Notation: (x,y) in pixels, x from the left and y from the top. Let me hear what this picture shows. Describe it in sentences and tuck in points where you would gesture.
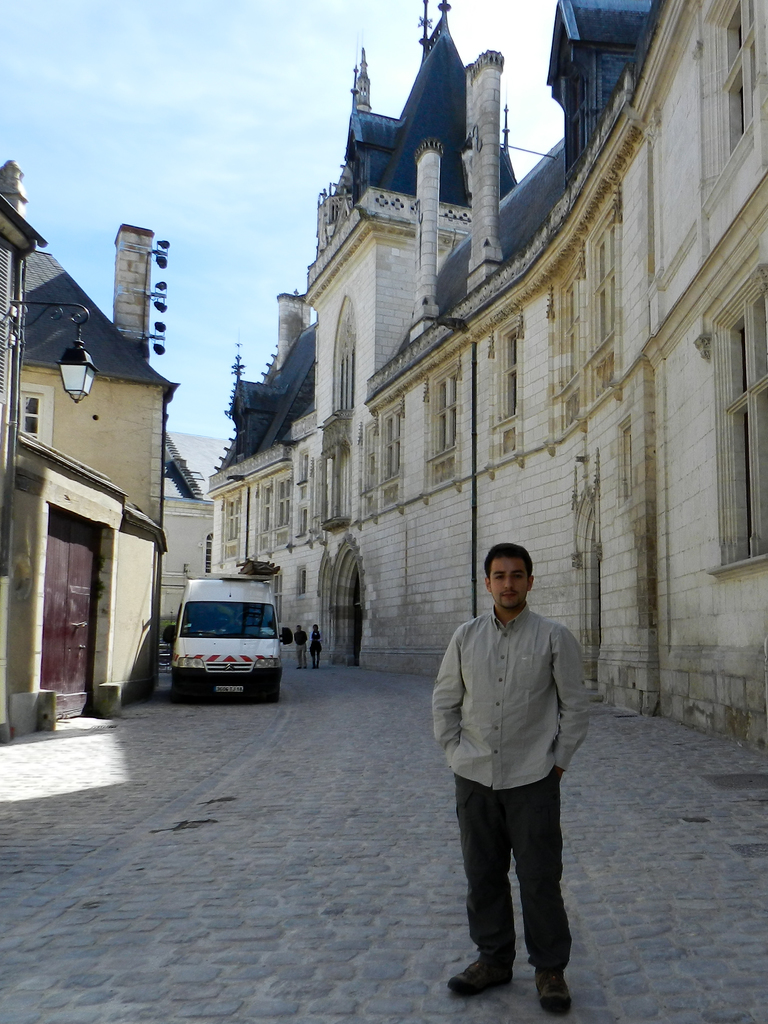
In this picture, there is a man (496,969) at the bottom (492,905) and standing on the lane (516,962). He is wearing a grey shirt (492,670) and black trousers (499,810). Behind him, there is a castle (568,445) towards the right (723,327). Towards the left (76,632), there is a building (123,523) and a truck (277,657). At the top (173,178), there is a sky (201,191) with clouds (210,176).
